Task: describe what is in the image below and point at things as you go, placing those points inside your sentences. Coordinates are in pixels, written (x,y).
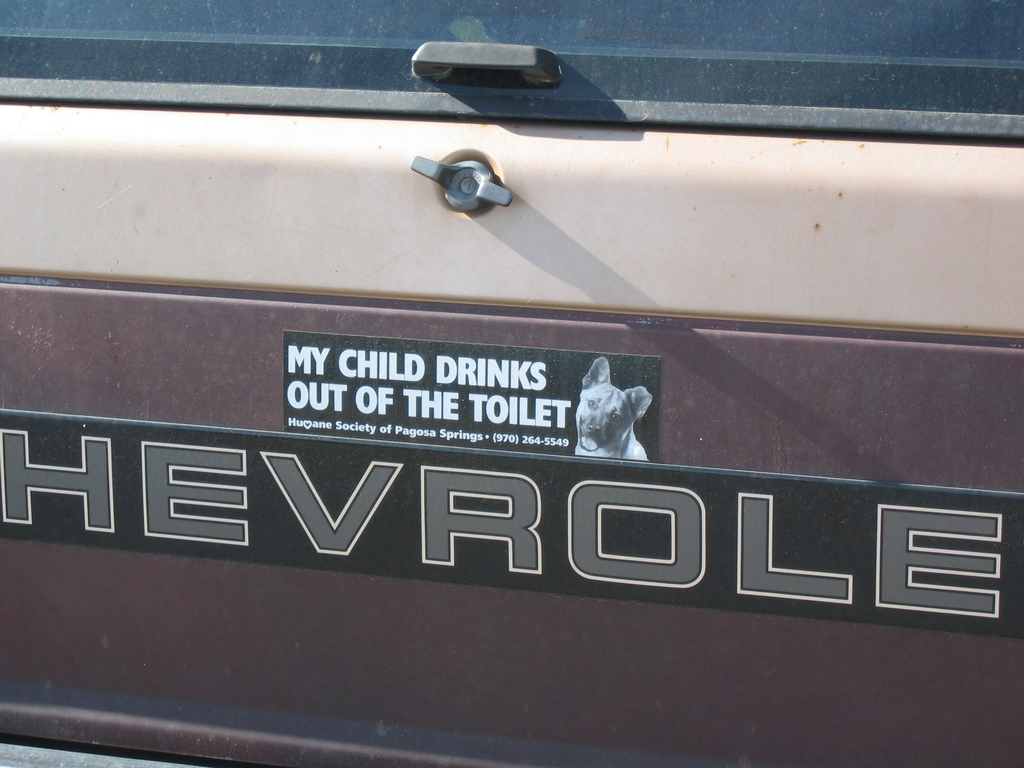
In this image we can see backside (387,331) of the car (479,286).
